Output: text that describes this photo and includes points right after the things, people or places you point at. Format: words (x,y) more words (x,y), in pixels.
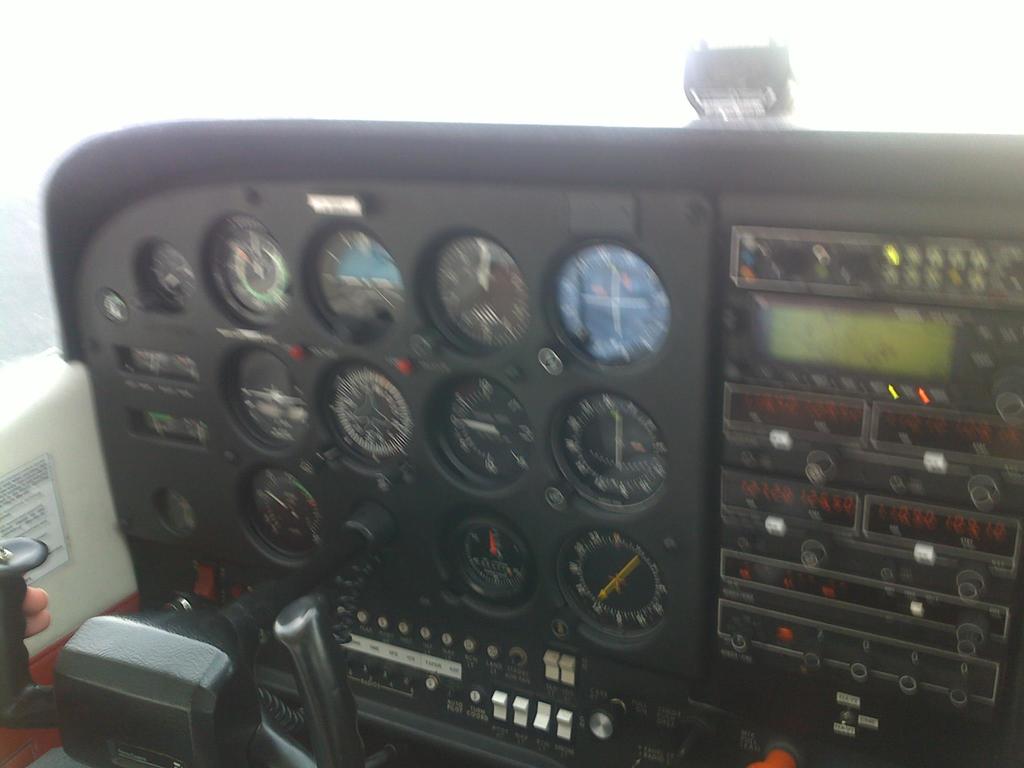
In this image, I can see gauges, devices (900,591), switches (407,625) and a control yoke (279,606) in an aircraft (655,663). At the bottom left side of the image (37,634), I can see fingers (37,615) of a person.
